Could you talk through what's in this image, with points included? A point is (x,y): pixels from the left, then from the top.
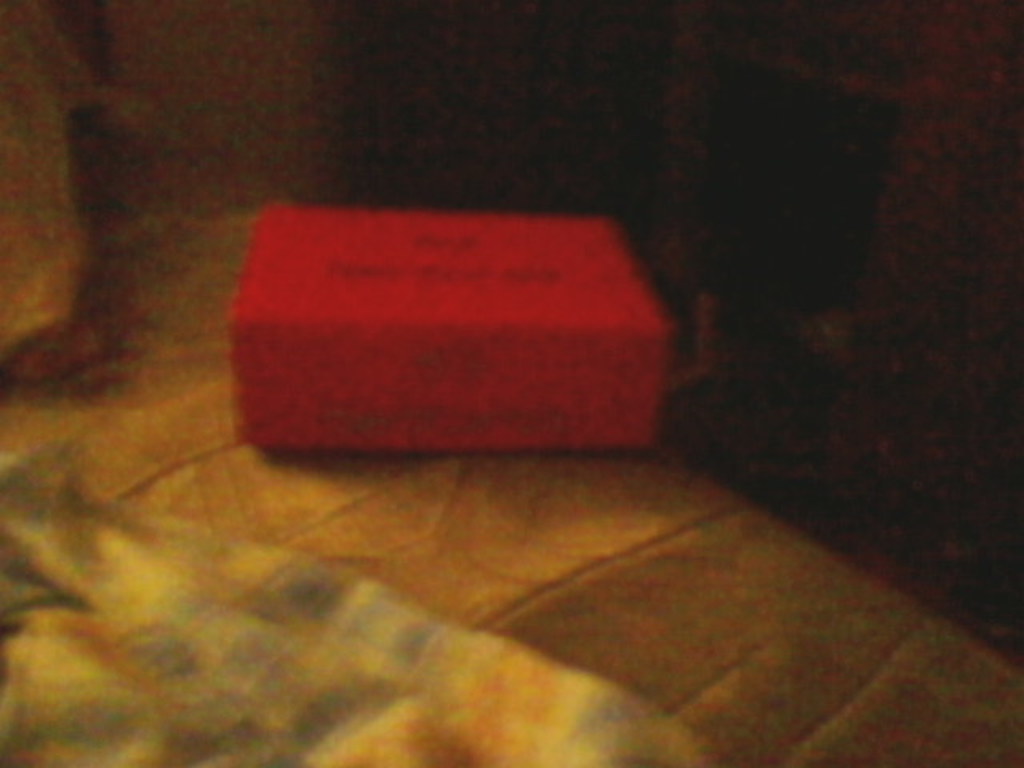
In this image, in the middle (509,434), we can see a box (532,388) which is in red color and it is placed on the bed (253,488). In the background (990,190), we can see black color.
